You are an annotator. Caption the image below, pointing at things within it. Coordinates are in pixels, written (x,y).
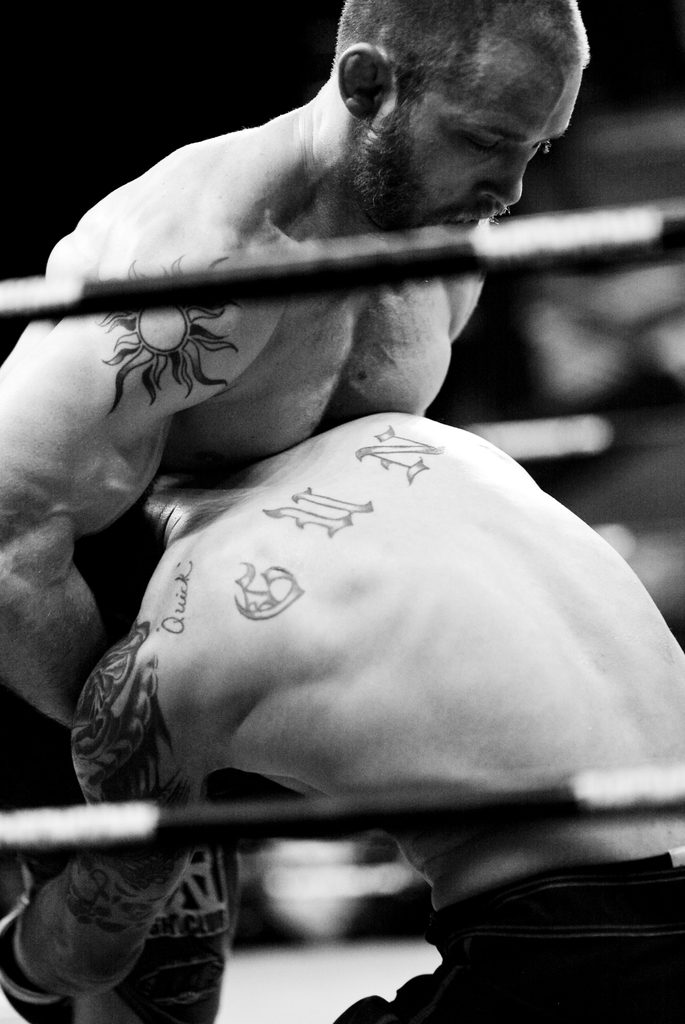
In this image there are two persons (225,478) fighting as we can see in middle of this image (300,511). There is a rope (352,257) on the top of this image (379,256) and in the bottom of this image (309,801) as well.
